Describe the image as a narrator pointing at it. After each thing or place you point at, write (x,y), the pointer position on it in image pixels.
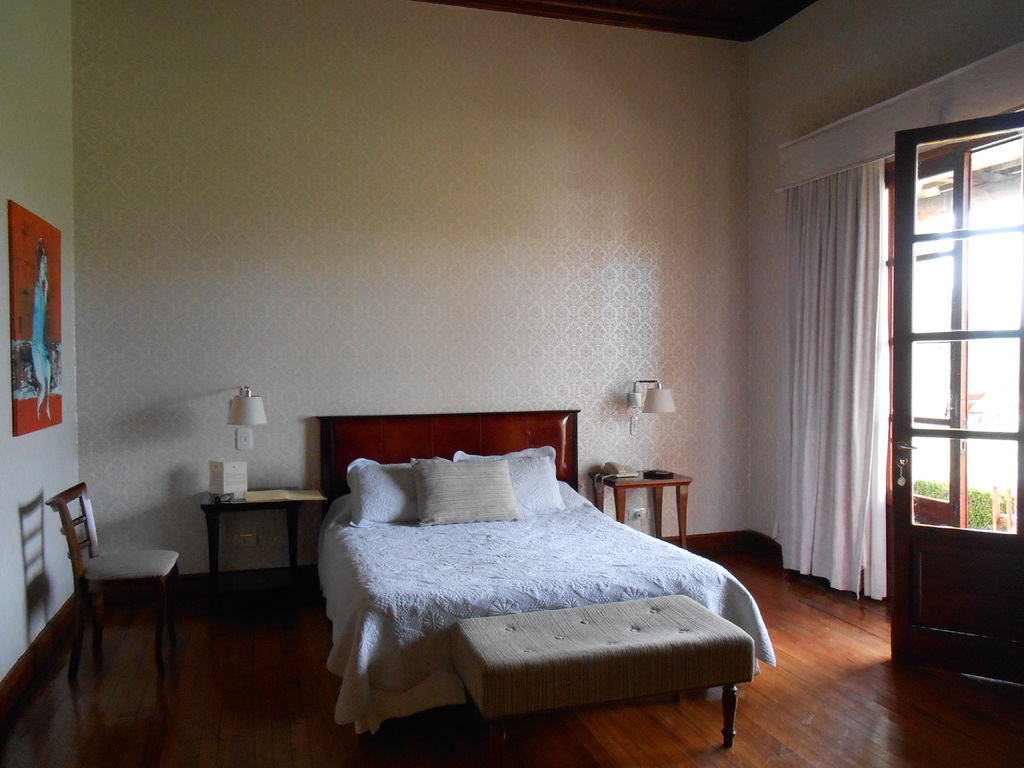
In this picture we can see a bed (443,543) with pillows (467,498) on it, chair (147,581), tables (292,503), lamps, telephone (616,469), door (907,456), curtains (852,324) and a frame (11,208) on the wall (60,208).
